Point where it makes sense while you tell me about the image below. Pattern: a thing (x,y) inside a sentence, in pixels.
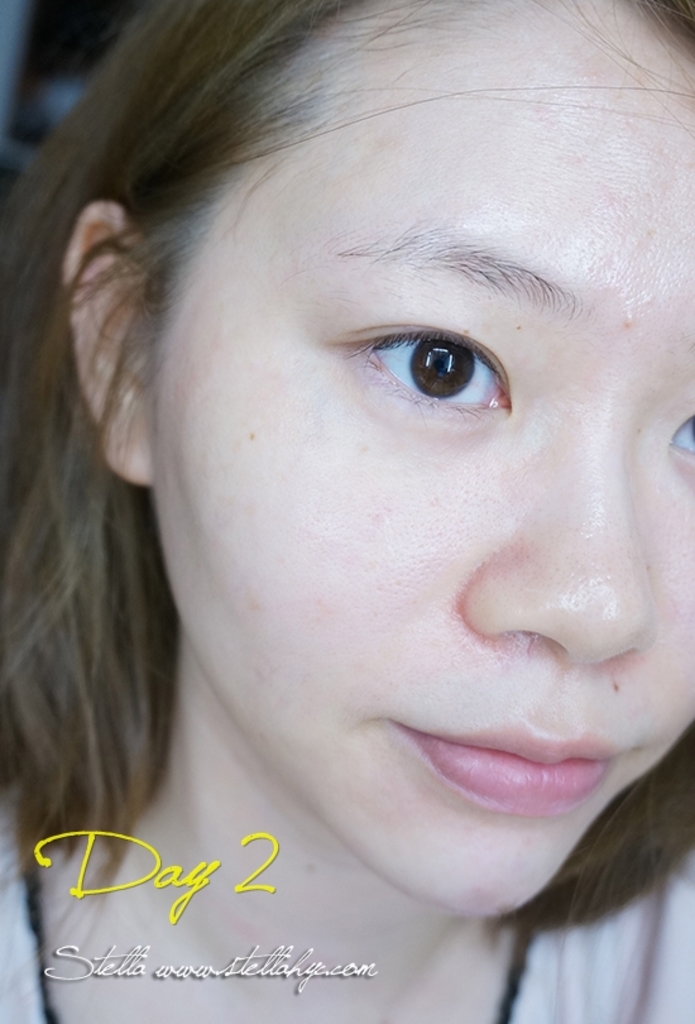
In this image we can see a lady (397,600). At the bottom (152,972) there is text (249,881).
